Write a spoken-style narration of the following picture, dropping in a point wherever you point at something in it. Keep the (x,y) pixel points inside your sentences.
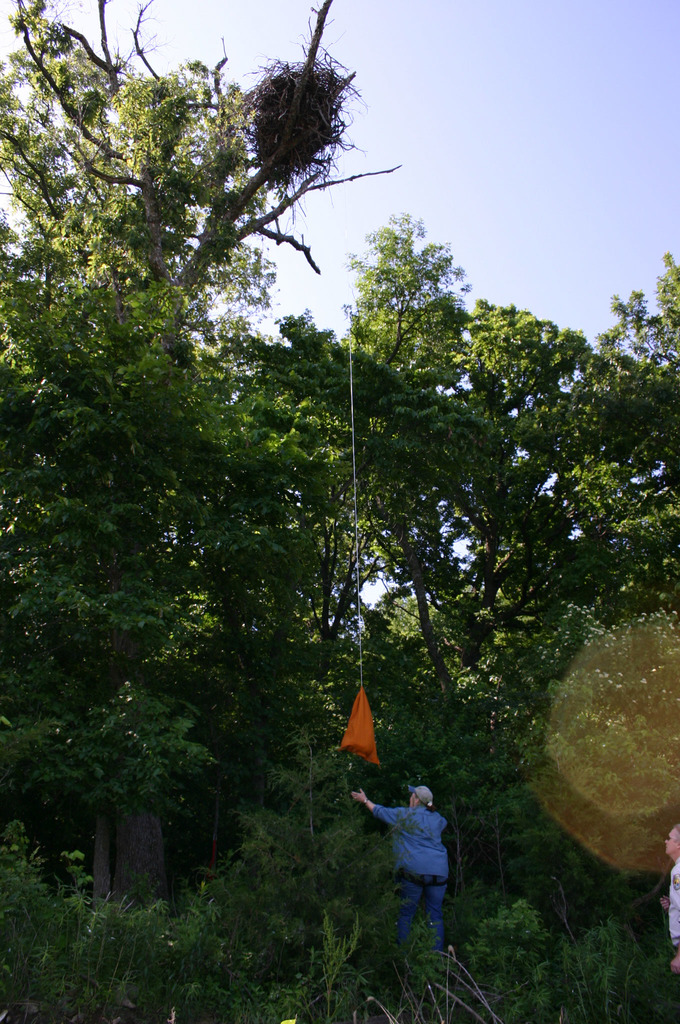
As we can see in the image there are plants (395,899), trees (392,469) and two people (423,820) over here. At the top (430,125) there is a sky (430,125).
